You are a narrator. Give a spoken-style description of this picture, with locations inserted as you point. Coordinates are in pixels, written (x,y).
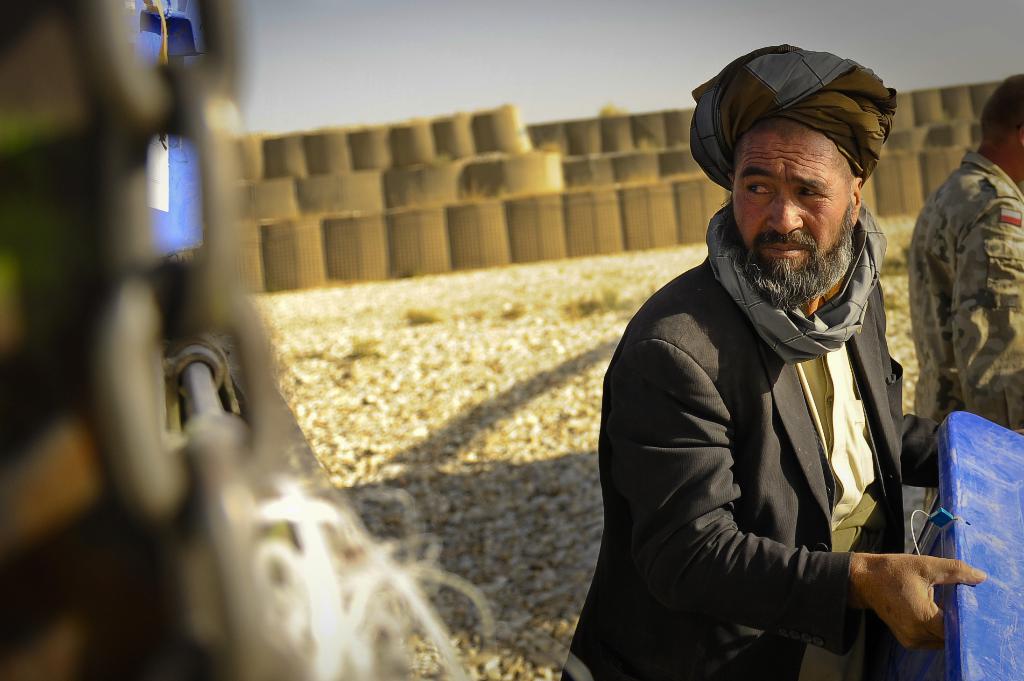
In this image I can see two men (840,348) are standing. I can see one of them is wearing uniform (915,345) and here I can see he is wearing black coat (795,428). I can also see blue colour thing (947,461) over here and in background (517,638) I can see the sky (549,77), shadow (385,529) and I can see this image is little bit blurry from background (992,11).
